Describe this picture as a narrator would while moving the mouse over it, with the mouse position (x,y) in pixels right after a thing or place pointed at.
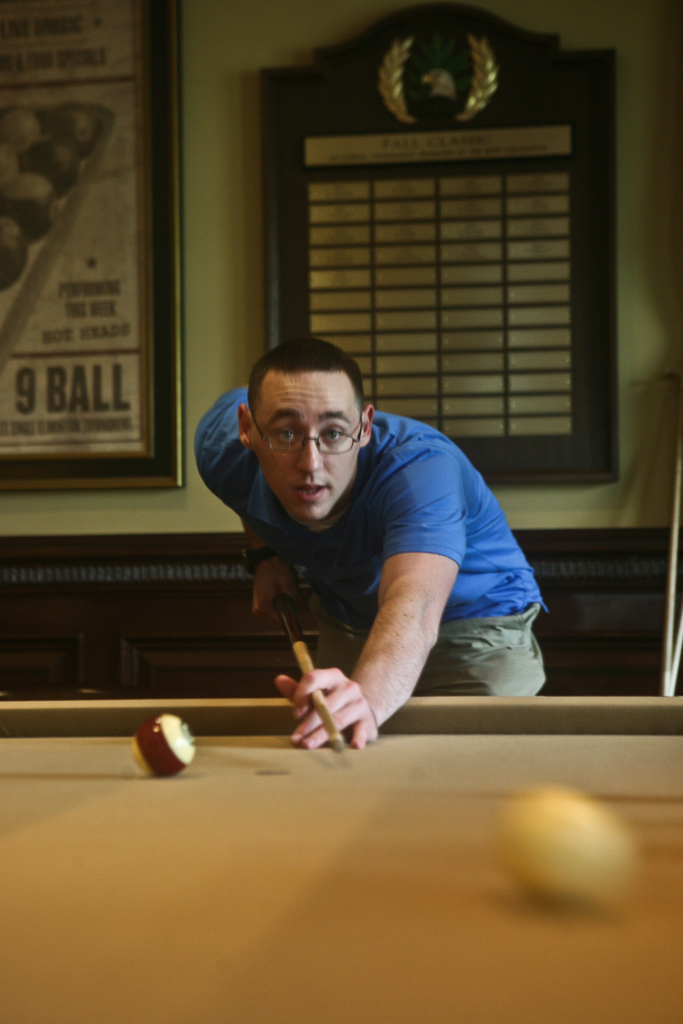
A man (342,518) is hitting a ball (534,840) on a billiards table (216,820).
